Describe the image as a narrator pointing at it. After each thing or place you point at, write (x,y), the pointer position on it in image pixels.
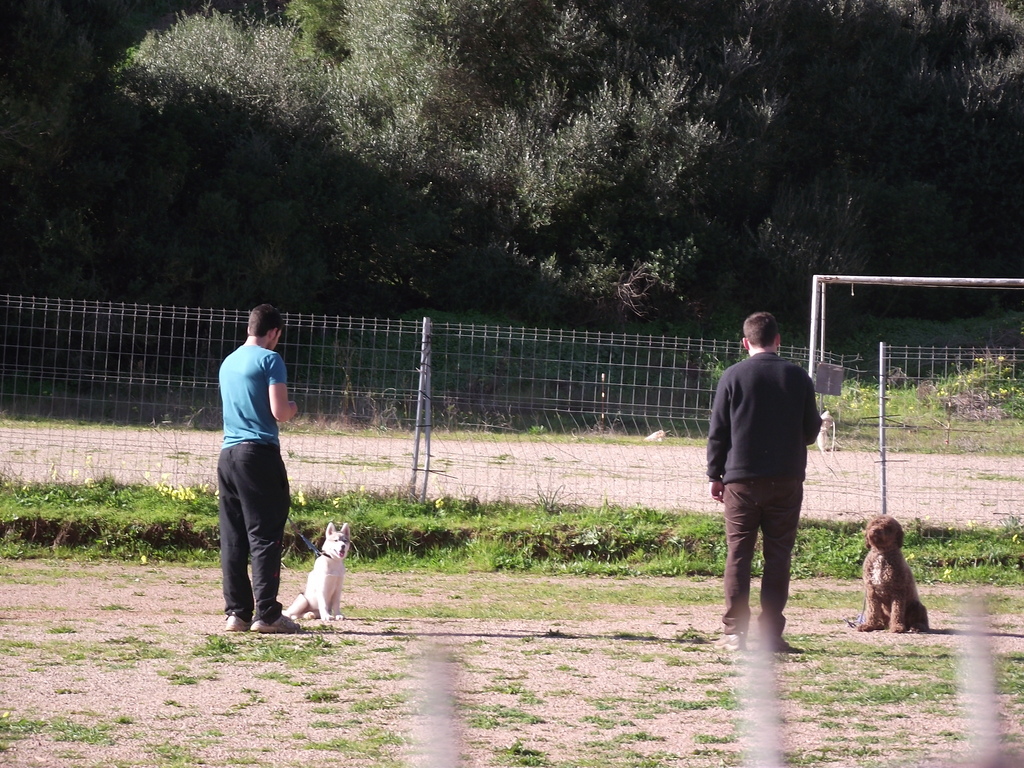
In the picture there are two persons (772,584) holding a belt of a dog (300,608) there are standing in the ground (603,503) there is a fence (884,415) near to the person (775,336) in the ground (615,603) there are trees (511,78) there is a road (453,483) there are some bars (924,284) and poles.
